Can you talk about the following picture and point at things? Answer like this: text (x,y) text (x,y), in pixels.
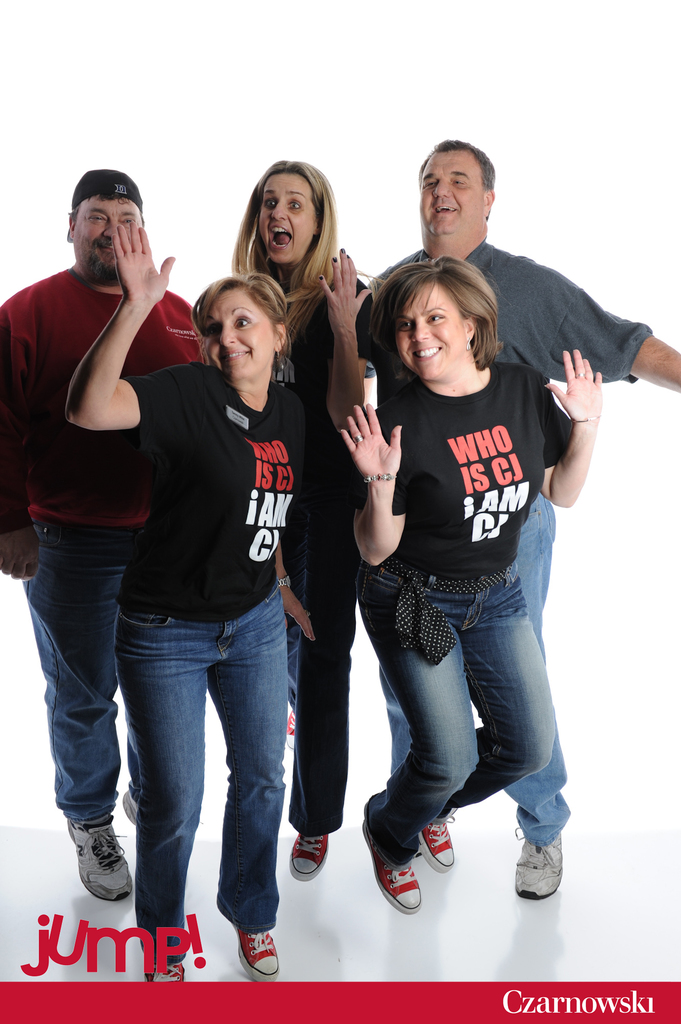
In the image few people (190,792) are standing and smiling.
